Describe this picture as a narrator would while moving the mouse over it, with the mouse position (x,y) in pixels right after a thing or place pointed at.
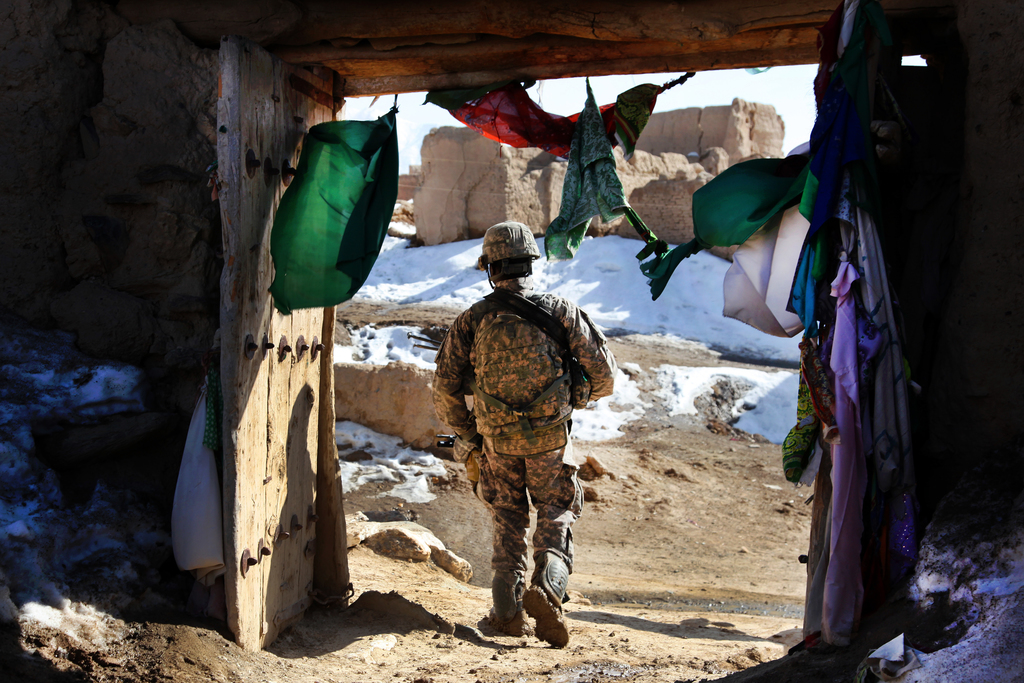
In this image I can see the person (503,521) and the person (496,458) is wearing military dress (482,447) and I can also see few clothes (837,220) in green and red color, background (616,279) I can see the snow (552,274) in white color, and I can also see the rock (666,159) and the sky (732,89) is in white color.
